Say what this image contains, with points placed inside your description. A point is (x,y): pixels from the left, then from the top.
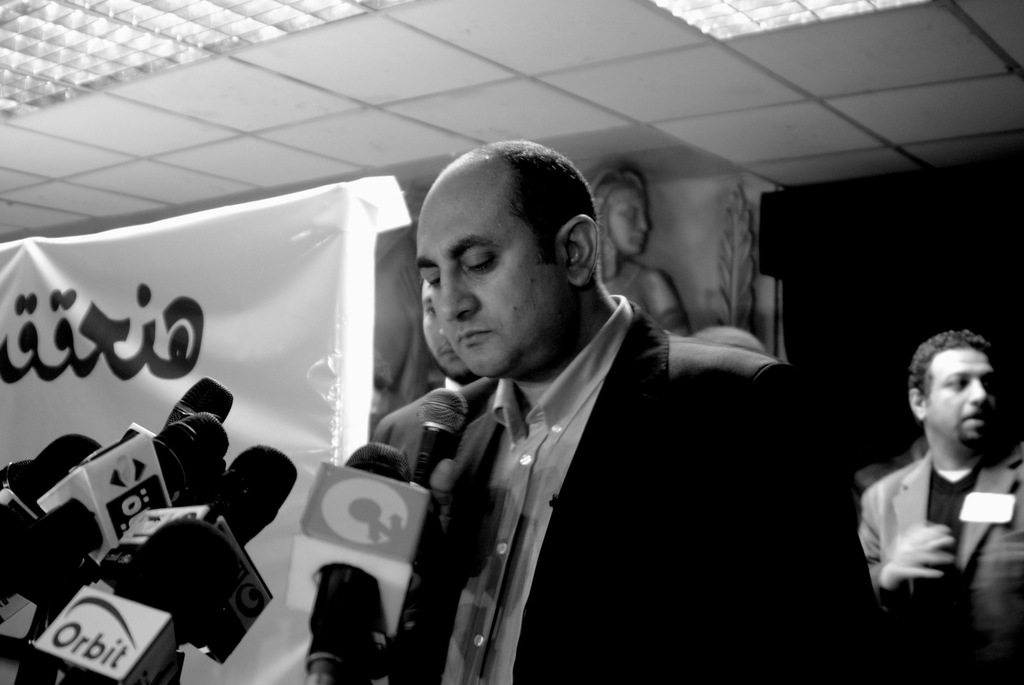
In this image there are mics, a person (630,460) standing, and in the background (14,320) there are two persons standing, banner (348,257), sculptures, lights (880,0), ceiling (792,117), wall (874,303).
